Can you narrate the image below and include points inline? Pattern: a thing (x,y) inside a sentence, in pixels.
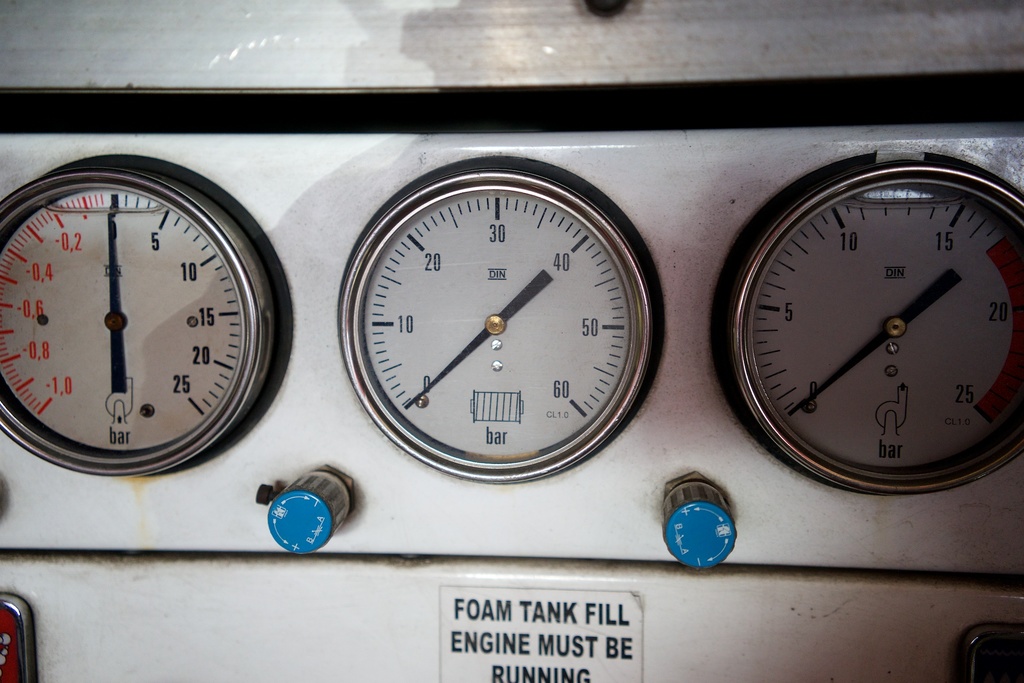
In this image I can see meter's (453,365), blue color objects (303,548) and something written on the surface (536,614).
